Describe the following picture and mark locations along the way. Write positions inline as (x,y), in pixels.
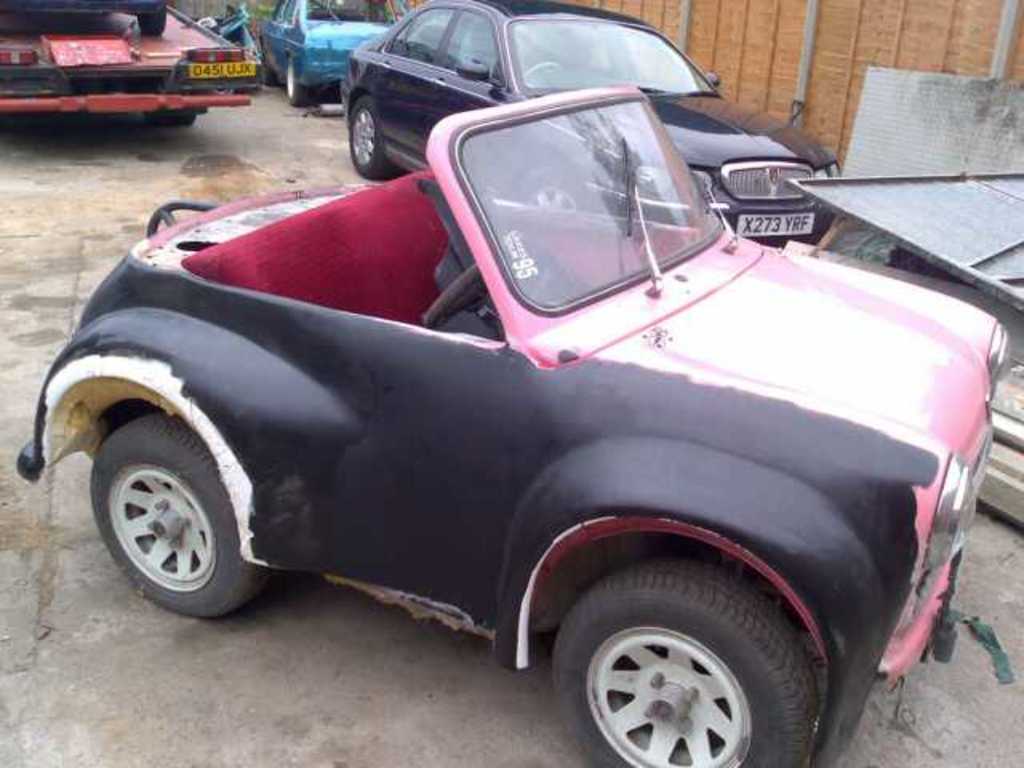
In this image there are many vehicles (358,209). This is a wall (763,33).
